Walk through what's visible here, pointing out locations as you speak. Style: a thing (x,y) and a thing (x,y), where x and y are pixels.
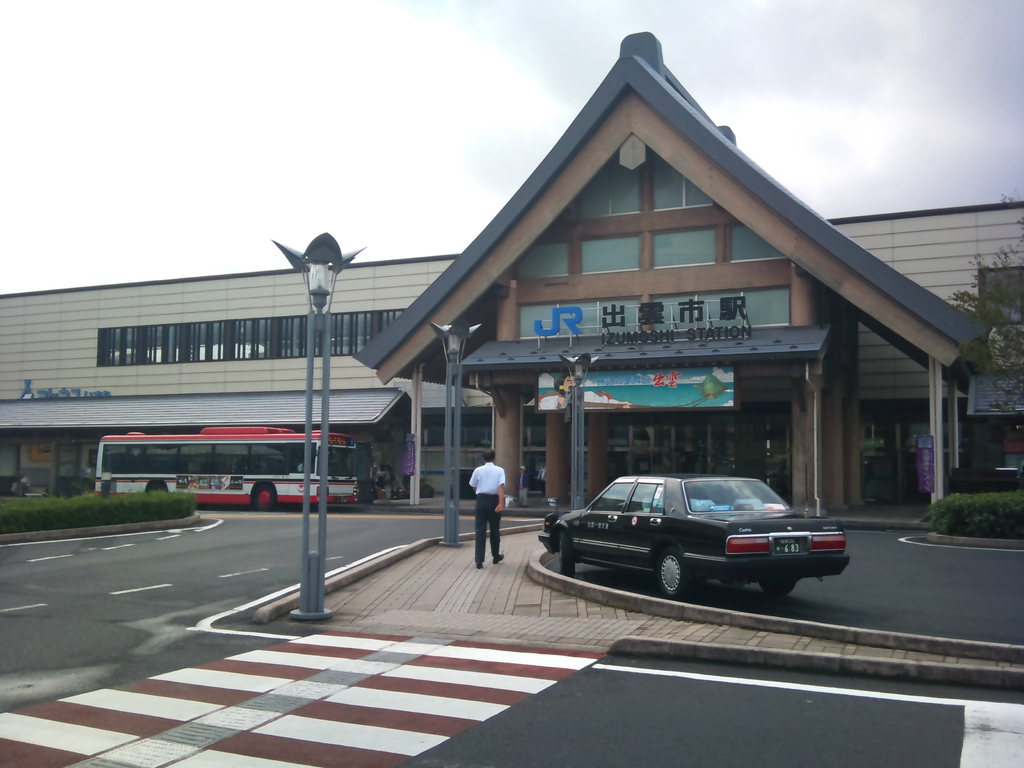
In this image we can see a building (542,344). In front of the building (419,437) one red color bus (241,463) is there on the road (160,556). In the middle of the image (478,502) one man (478,518) is walking on the pavement (488,607) and one car (719,527) is there on the road (875,570). to the both sides of the image plants (88,503) are there. The sky (815,59) is full of clouds (824,60) and in the middle of the image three light poles (327,430) are present.
